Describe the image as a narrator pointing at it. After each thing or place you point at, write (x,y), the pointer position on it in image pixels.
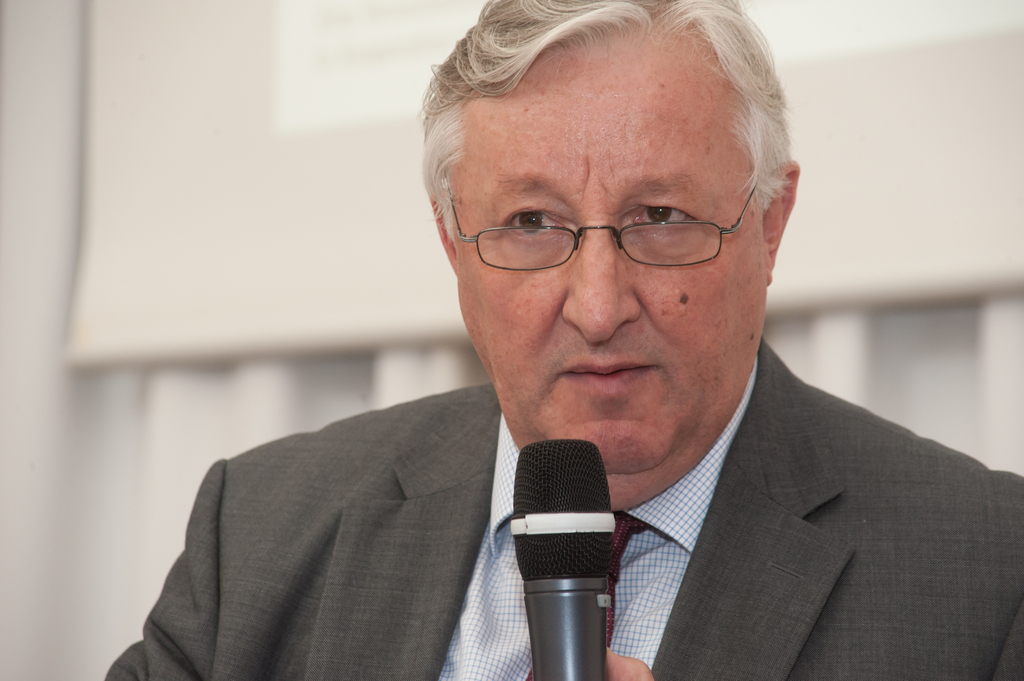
In this image there is a person (662,500) wearing black color suit (768,456) and spectacles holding a microphone (606,587) in his hand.
